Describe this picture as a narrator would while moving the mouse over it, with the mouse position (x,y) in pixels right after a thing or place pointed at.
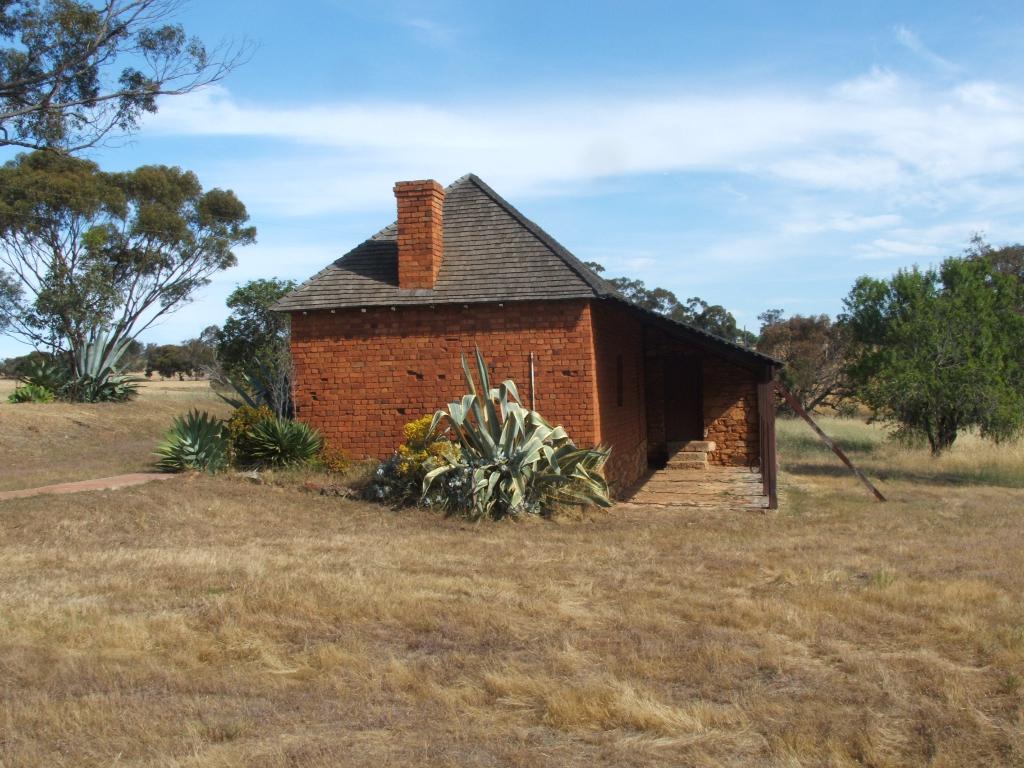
In this picture we can see a house (619,371), there are some rods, there are few trees (253,290) and plants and the ground (723,654) is covered with grass (544,597) with the sky (388,135) in the background (583,231).
